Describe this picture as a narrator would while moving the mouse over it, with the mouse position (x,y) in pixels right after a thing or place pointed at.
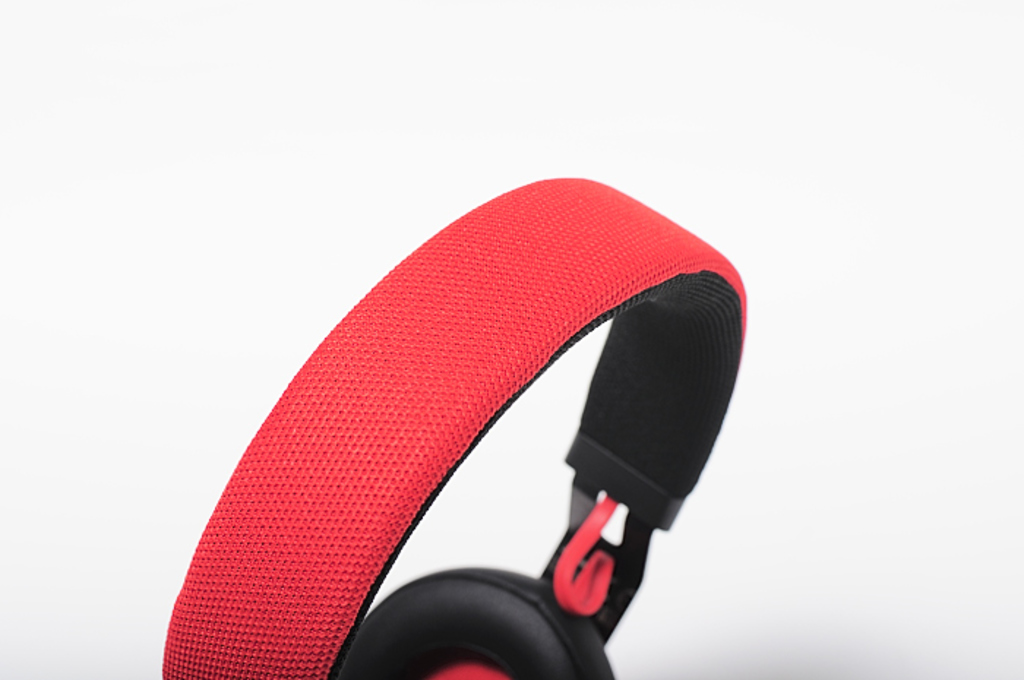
In this image I can see a headset (426,436) in black and red color.
